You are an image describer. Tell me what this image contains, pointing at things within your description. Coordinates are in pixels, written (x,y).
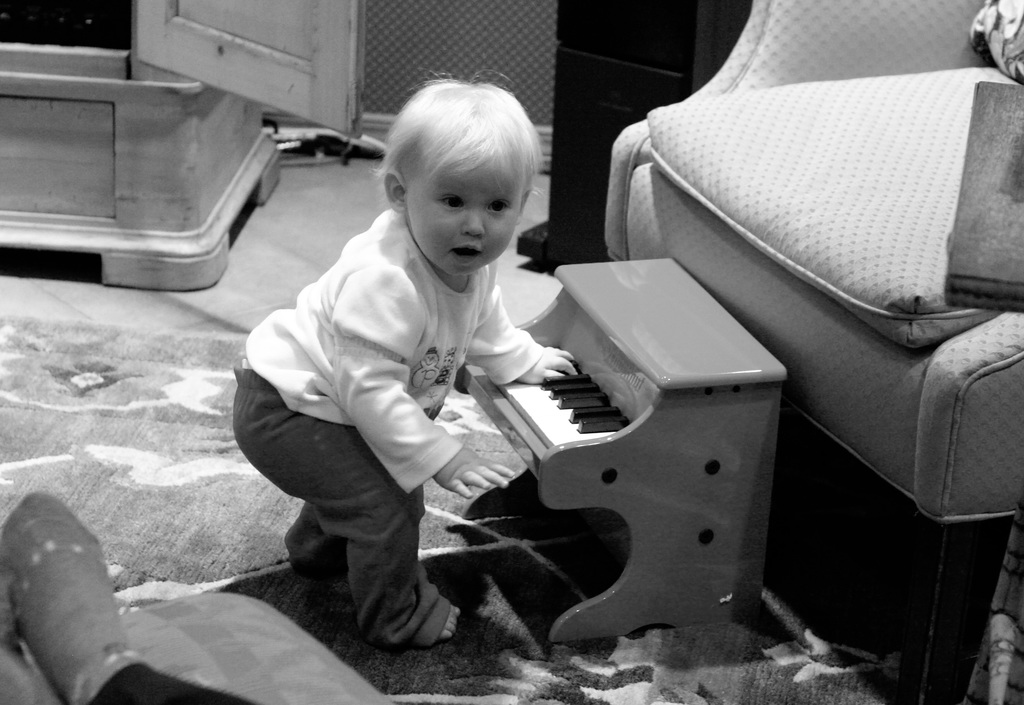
Baby (311,417) is playing piano (617,295) on the right (788,201) it's a sofa (857,185).
